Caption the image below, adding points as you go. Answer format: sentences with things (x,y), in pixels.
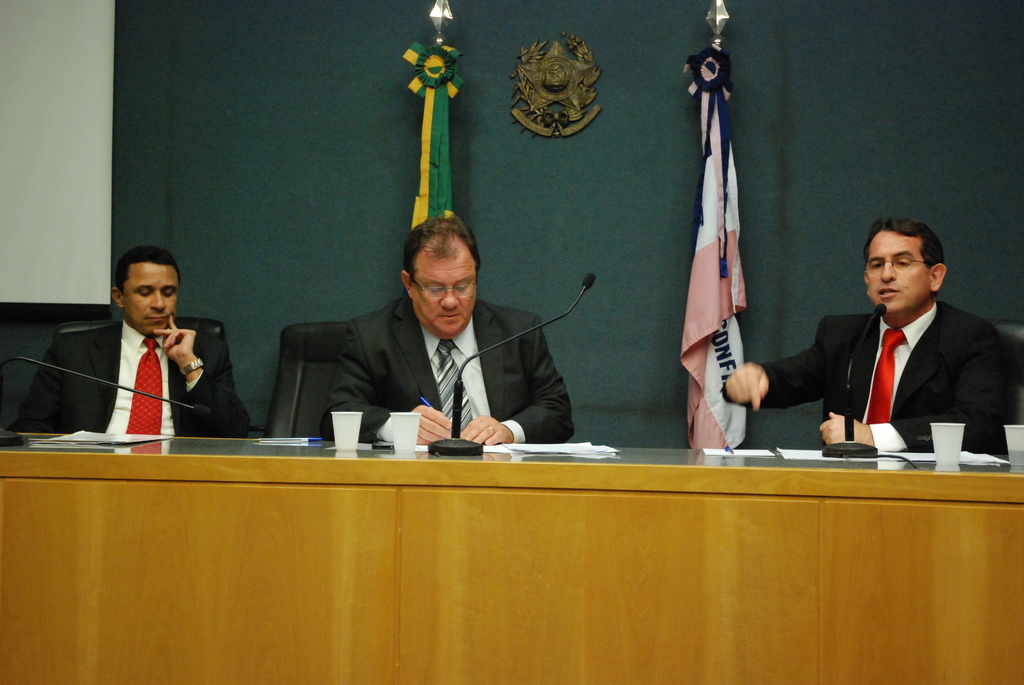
In this image we can see three persons (363,325) sitting on chairs (201,325). There is a platform (236,462) with cups (395,437), mics (841,453), papers (65,437) and some other items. In the back (445,176) there are flags (436,163). In the background (482,124) there is a wall (484,141) with an emblem (532,107).
